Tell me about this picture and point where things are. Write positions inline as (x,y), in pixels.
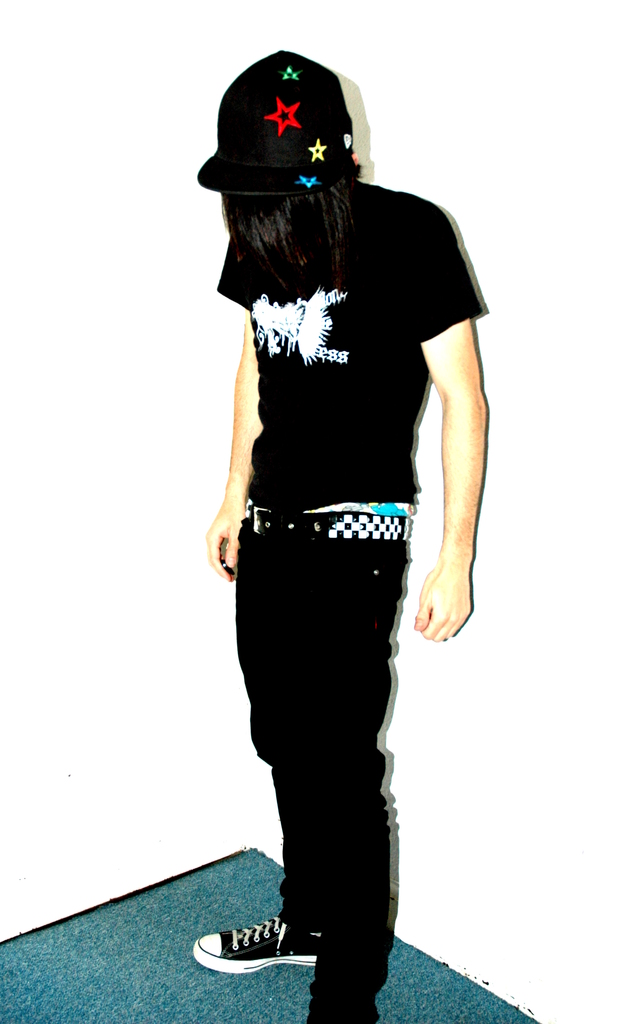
In this image we can see a man (376,495) wearing the cap (226,124). The background (392,154) is in white color. At the bottom (497,1023) we can see some surface (274,971).
